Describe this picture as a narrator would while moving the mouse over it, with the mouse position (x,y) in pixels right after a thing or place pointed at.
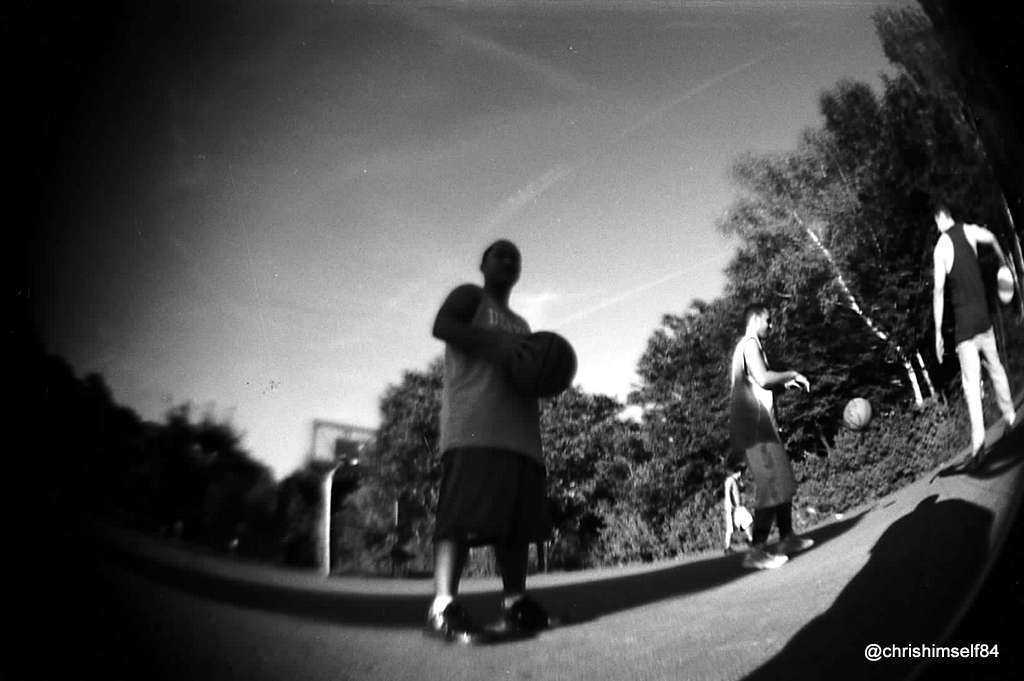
It is a black and white image and in this image we can see the persons (534,495) playing with the balls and are standing on the ground (747,608). In the background (862,247) we can see the trees (662,393). Sky (600,282) is also visible. In the bottom right corner (903,645) there is text (968,651) with the number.
